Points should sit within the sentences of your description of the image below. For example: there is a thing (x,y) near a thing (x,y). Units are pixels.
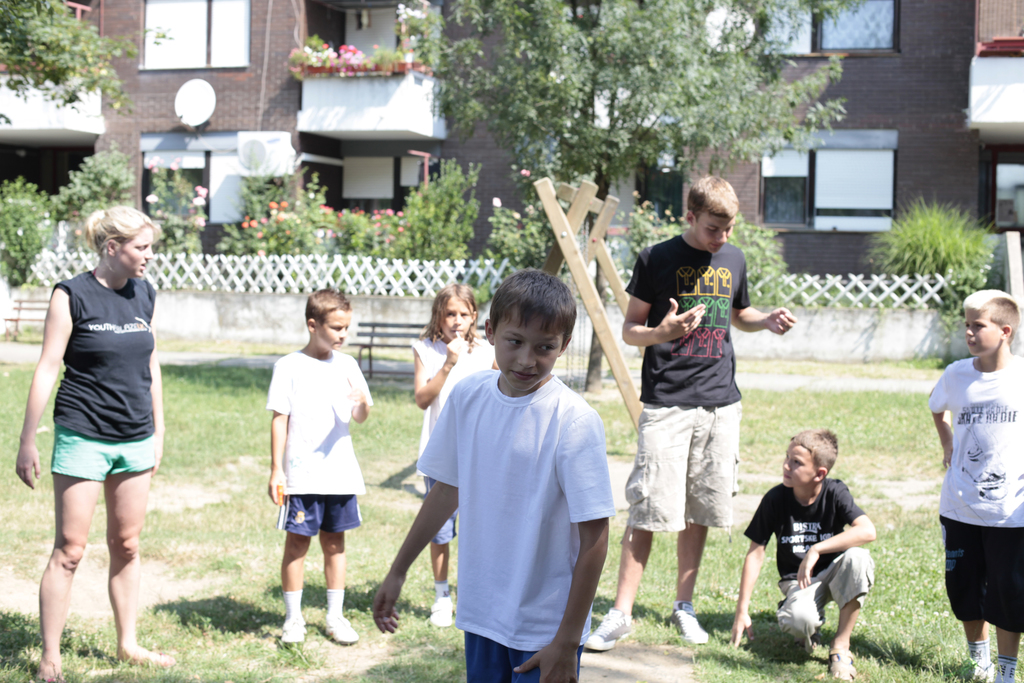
In this image we can see a woman (100,213) on the left side (135,214). Here we can see a man (734,212) standing on the grass (649,593). Here we can see the children (753,560). Here we can see the wooden support stand (571,230) on the grass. Here we can see the bench (387,341) on the grass (392,350). In the background (261,48), we can see the building (257,40). Here we can see the flowers (328,47). Here we can see the trees (617,117).
